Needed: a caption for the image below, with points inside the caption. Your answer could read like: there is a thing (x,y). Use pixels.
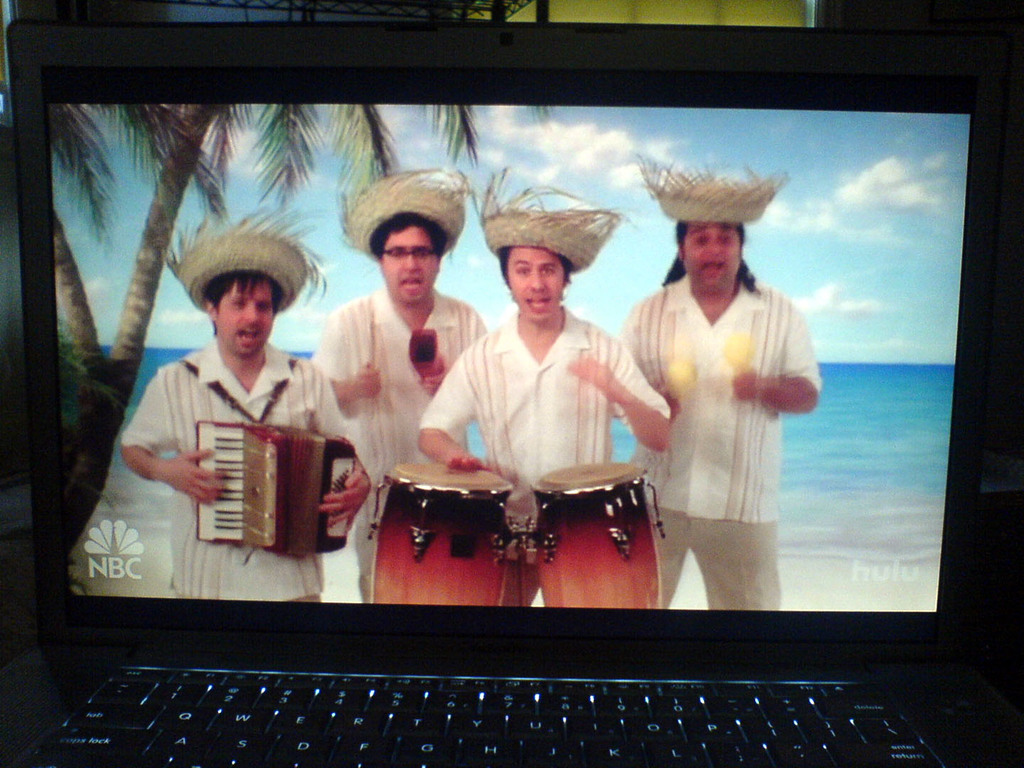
In this image I can see a laptop (512,522), few persons (496,411) are standing and playing the musical instruments (596,558). On the left side (173,222) there are trees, in the background (877,454) there is the sea (838,424). At the top (825,237) there is the cloudy sky (766,230).
